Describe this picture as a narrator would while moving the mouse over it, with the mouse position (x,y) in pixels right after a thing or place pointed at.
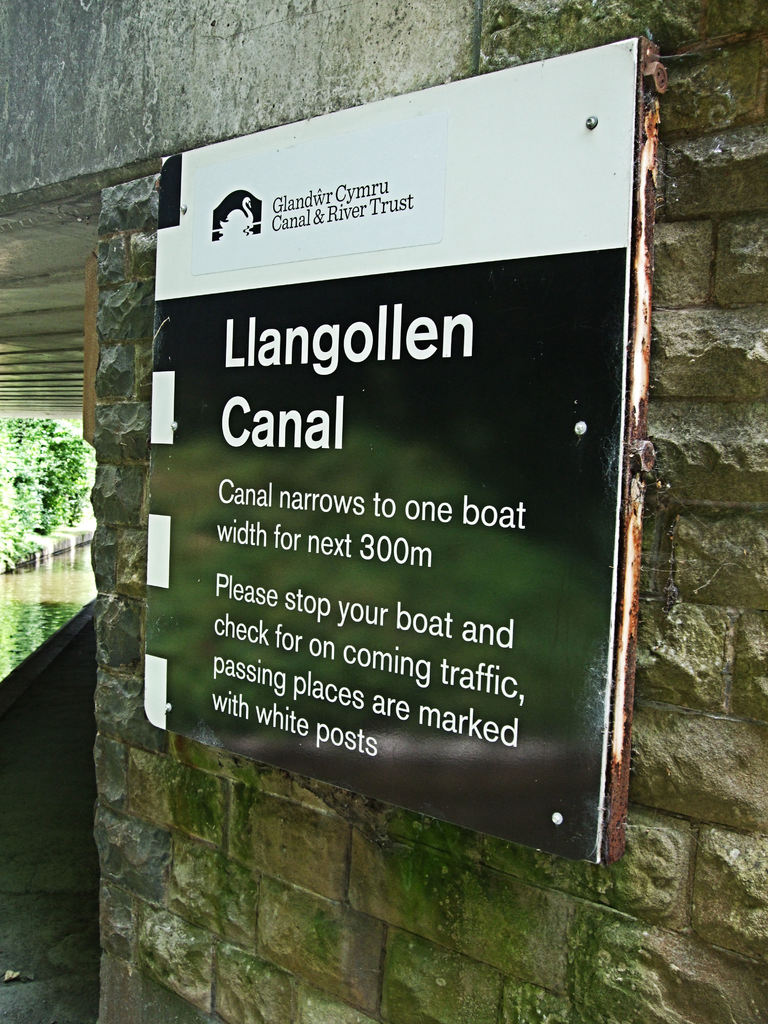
In this picture we can see the banner board (318,187) placed on the wall (406,57).
